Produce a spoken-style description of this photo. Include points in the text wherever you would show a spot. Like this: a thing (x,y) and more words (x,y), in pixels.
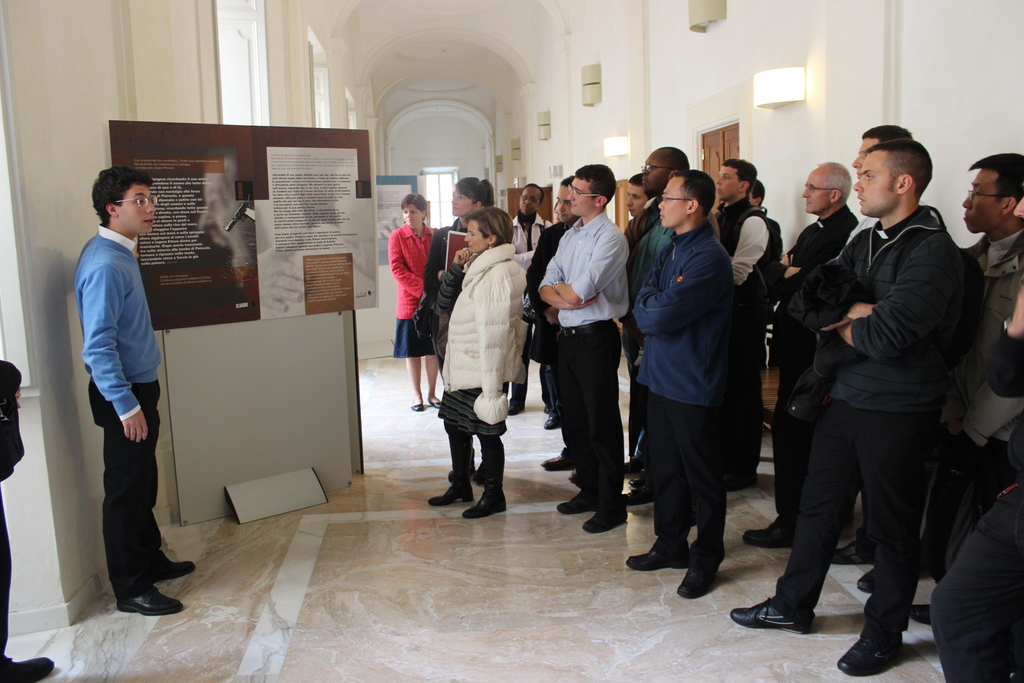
In this picture, we see many people (600,311) are standing and listening to the man (105,259) on the opposite side. The man (105,333) on the left side of the picture (114,364) wearing a blue jacket (121,346) and spectacles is explaining something. Beside him, we see a brown board (236,218) with some text (167,179) written on it. In the background (339,72), we see a white wall (468,149) and a window (448,182). This picture is clicked inside the building (178,654).
